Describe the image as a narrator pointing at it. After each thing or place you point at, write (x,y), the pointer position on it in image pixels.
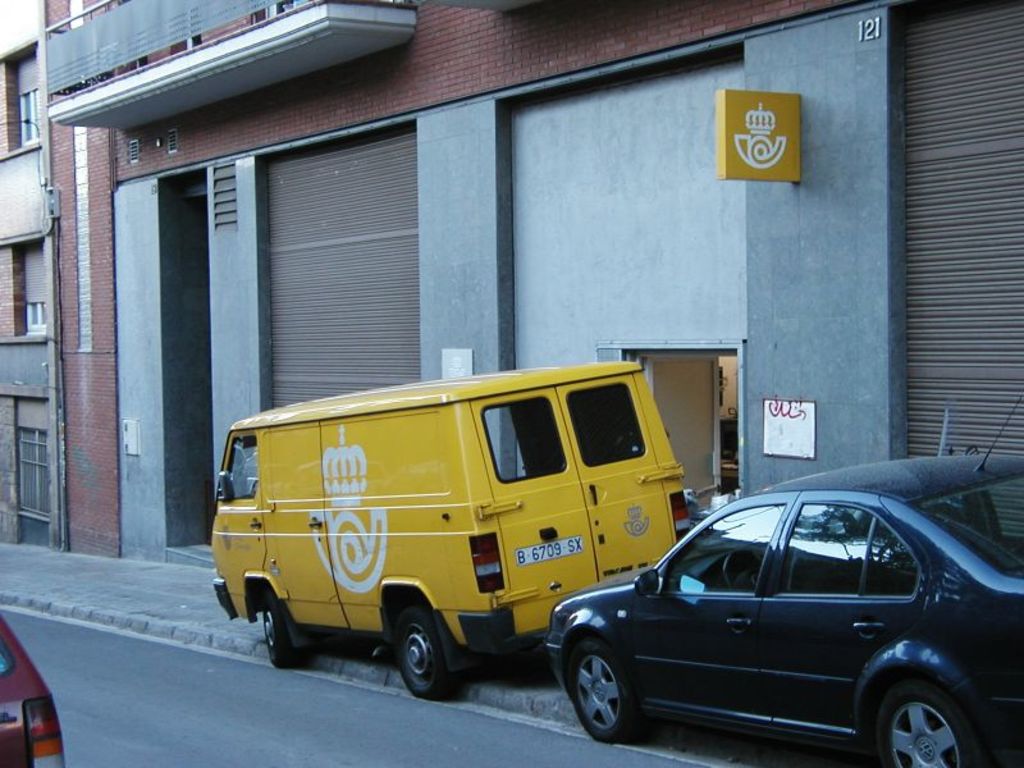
In the center of the image (475,502) we can see a few vehicles (635,670) in different colors. In the background (599,299), we can see buildings (877,302), windows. shutters (915,255), banners (769,426), one door (690,407), fence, road (167,672) and a few other objects (734,465).
